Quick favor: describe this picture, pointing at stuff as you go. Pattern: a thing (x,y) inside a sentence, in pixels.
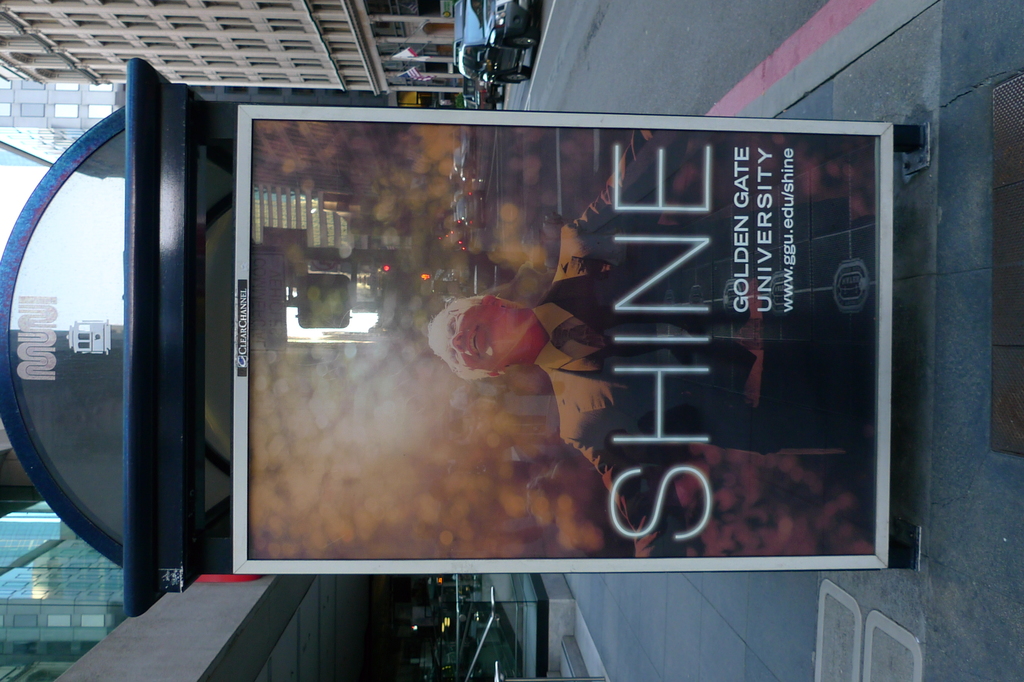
In this image I can see the shed (225,220) and a poster (605,374) attached to the shed (210,219). I can see the road (674,98), few vehicles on the road (571,67) and few buildings (273,86) on both sides of the road (598,17). In the background (107,307) I can see the sky (10,203).
